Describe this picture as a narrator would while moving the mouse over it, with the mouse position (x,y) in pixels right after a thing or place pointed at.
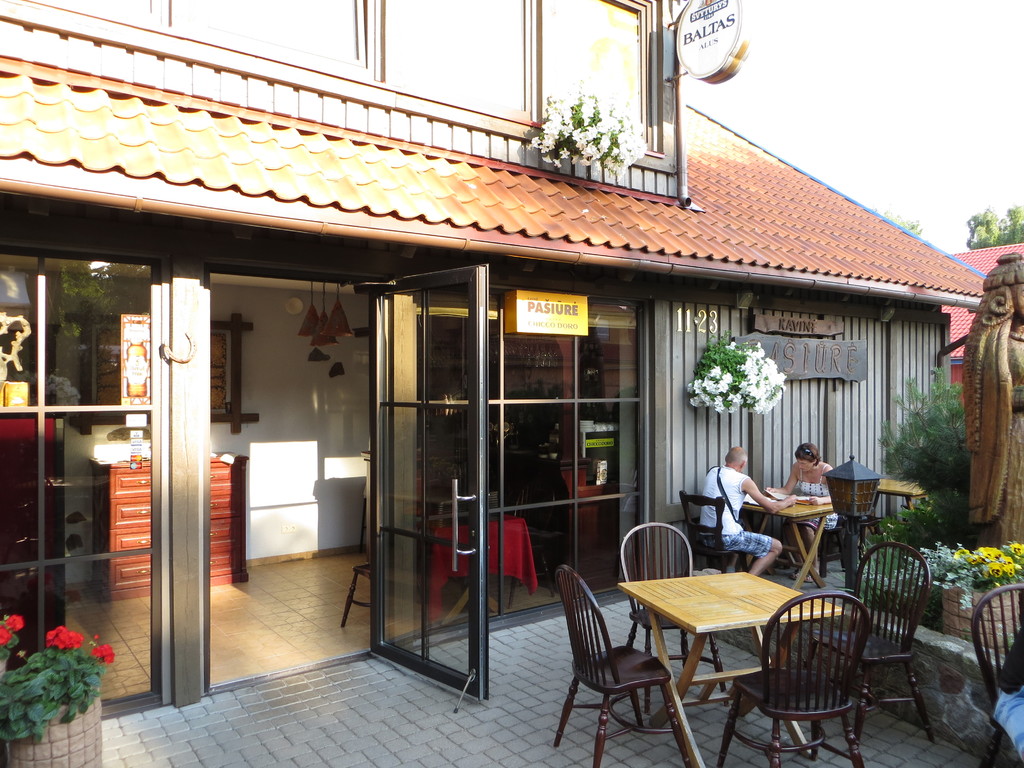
There are tables (626,587) and chairs (841,599). Two persons (732,523) are sitting on chairs (693,502). There is a light pole (854,546). Also there is a building (356,182) with windows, glass walls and door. On the building (581,165) there are flowering plants (735,363). Also there are plants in the pots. Inside the building (207,447) there is a cupboard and a wall (289,397) with a photo frame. There are many other items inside the building (251,407). On the right side (999,379) there is a statue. On the building (304,378) there are name boards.
